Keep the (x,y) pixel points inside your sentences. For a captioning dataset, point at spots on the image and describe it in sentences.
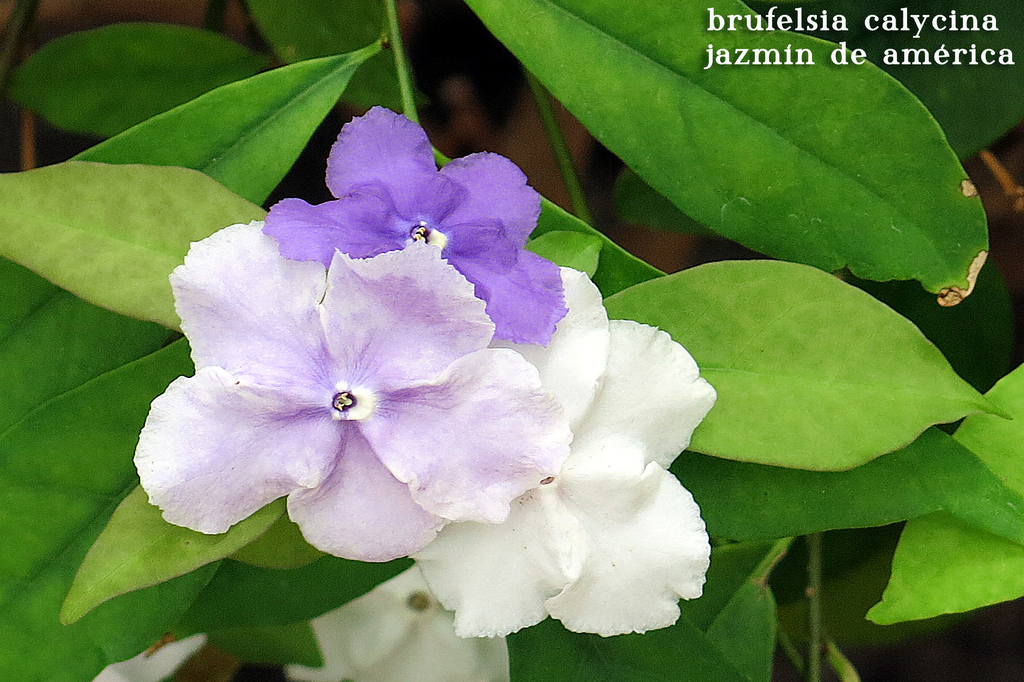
In this image I see green leaves (864,31) which are on the stems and I see flowers (499,261) which are of white and purple in color and I see few words (706,39) over here.
